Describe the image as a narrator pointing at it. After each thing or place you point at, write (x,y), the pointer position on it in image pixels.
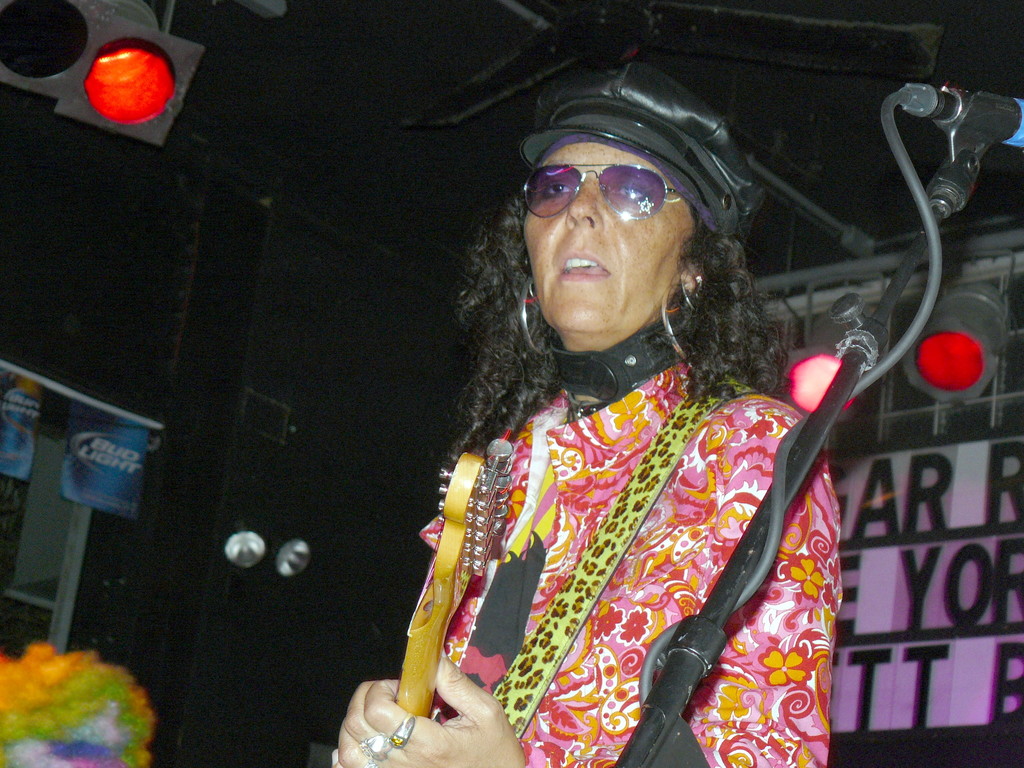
In the center of the image (583,302) there is a lady (826,634) holding a guitar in her hand (353,757). she is wearing a black color cap (625,73). To the right side of the image (986,96) there is a mic (969,118). To the top of the image (141,40) there are lights (148,45).
